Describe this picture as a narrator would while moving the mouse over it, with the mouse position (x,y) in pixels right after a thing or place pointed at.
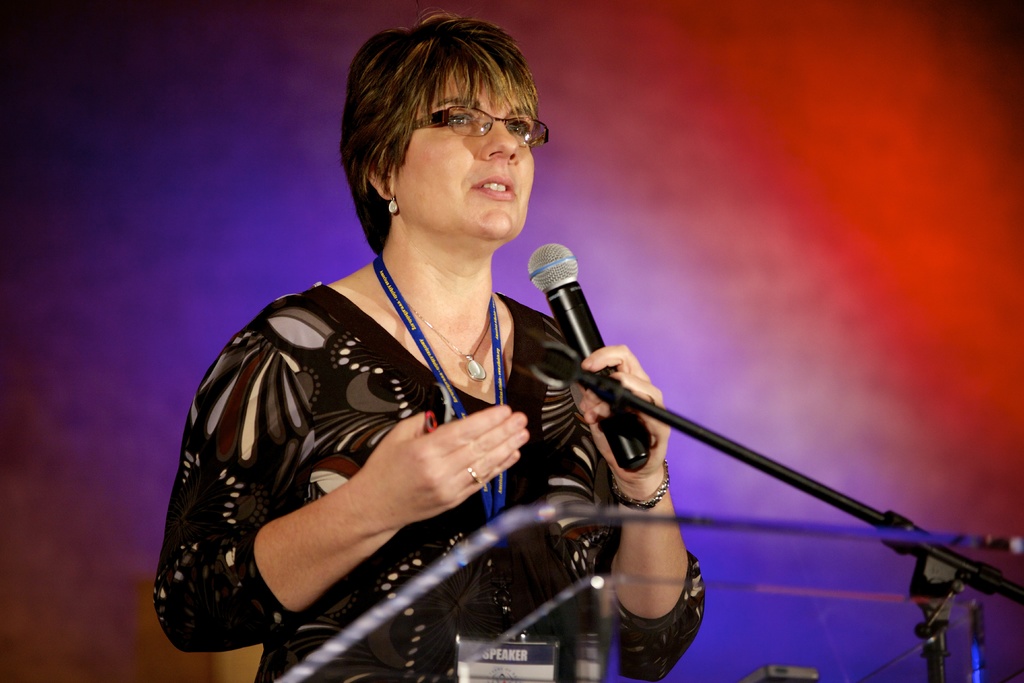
In the center of the image (510,327) there is a woman (336,405) holding the mike (575,320) and she is standing in front of the podium (558,582). In the background of the image (587,180) there are multiple colors.
